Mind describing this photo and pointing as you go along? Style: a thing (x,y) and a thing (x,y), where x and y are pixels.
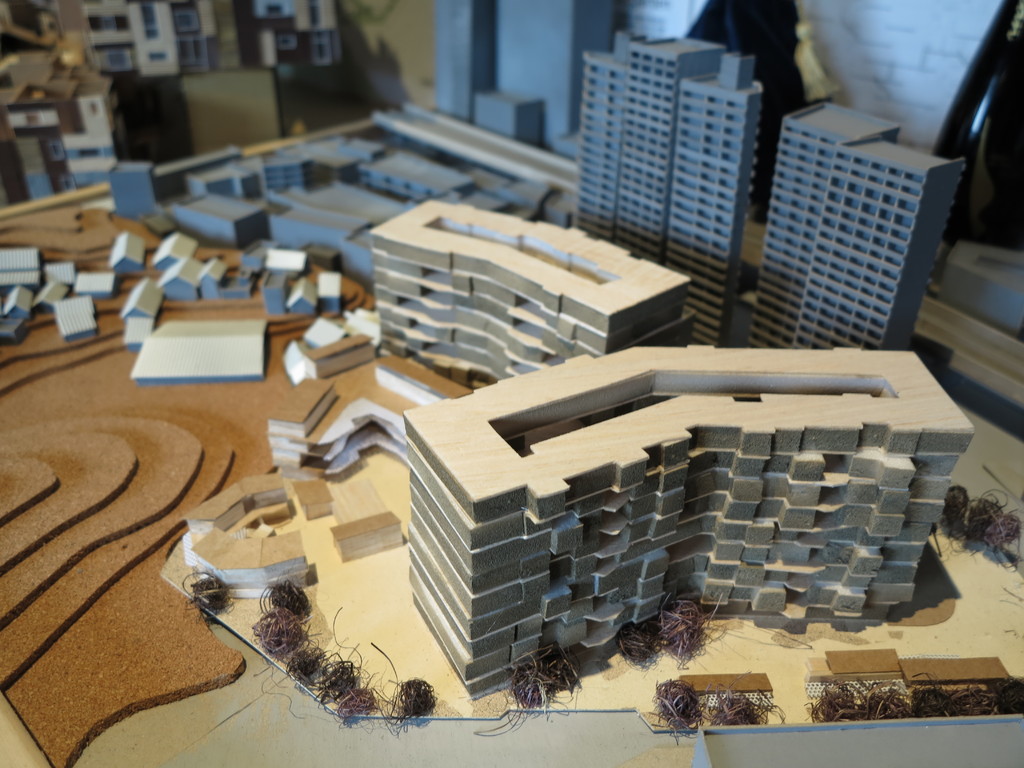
In the foreground of this image (237,469), there is a model representation of a city (337,613) on the table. On the left top (121,38), there is another model (46,46). On the right top (987,89), there are objects (721,21).
